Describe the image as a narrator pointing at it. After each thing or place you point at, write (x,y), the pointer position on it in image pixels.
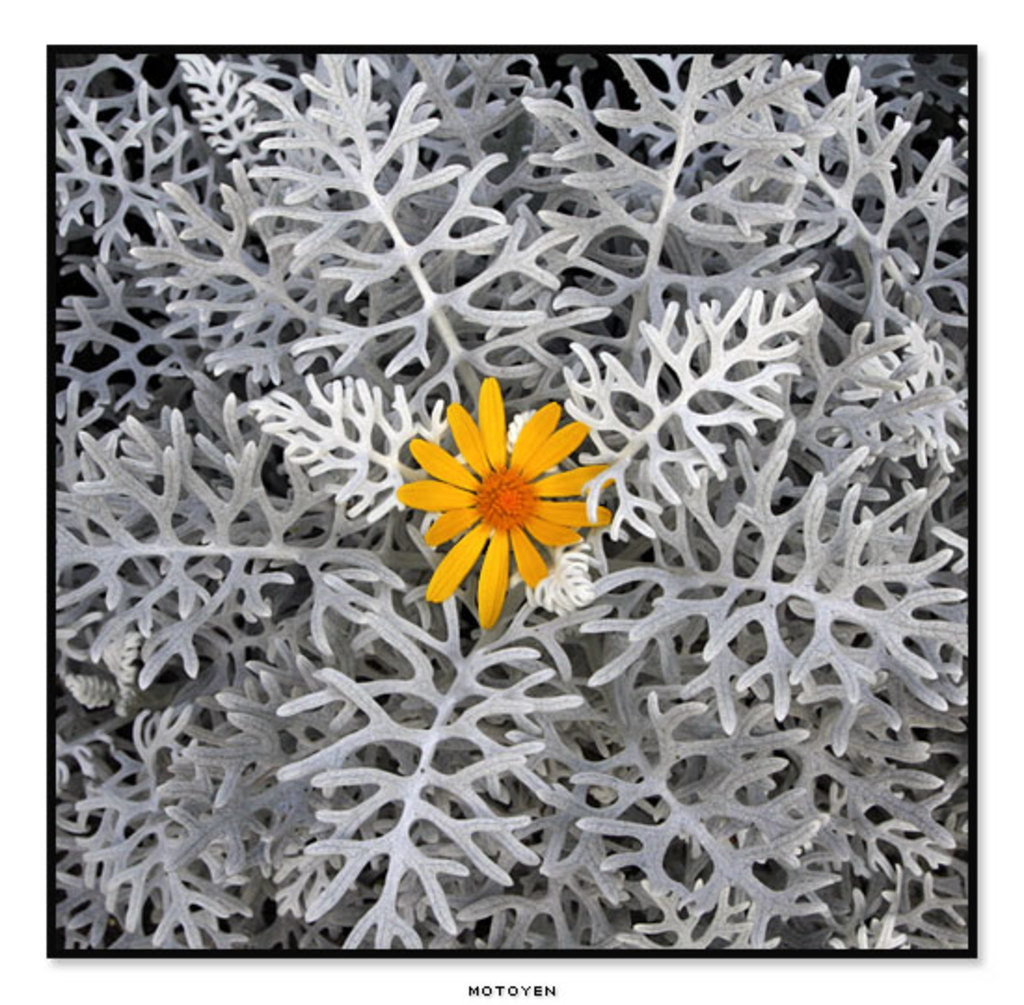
In this image we can see edited picture of a flower (530,503) on a plant (620,495). At the bottom of the image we can see some text (545,994).
